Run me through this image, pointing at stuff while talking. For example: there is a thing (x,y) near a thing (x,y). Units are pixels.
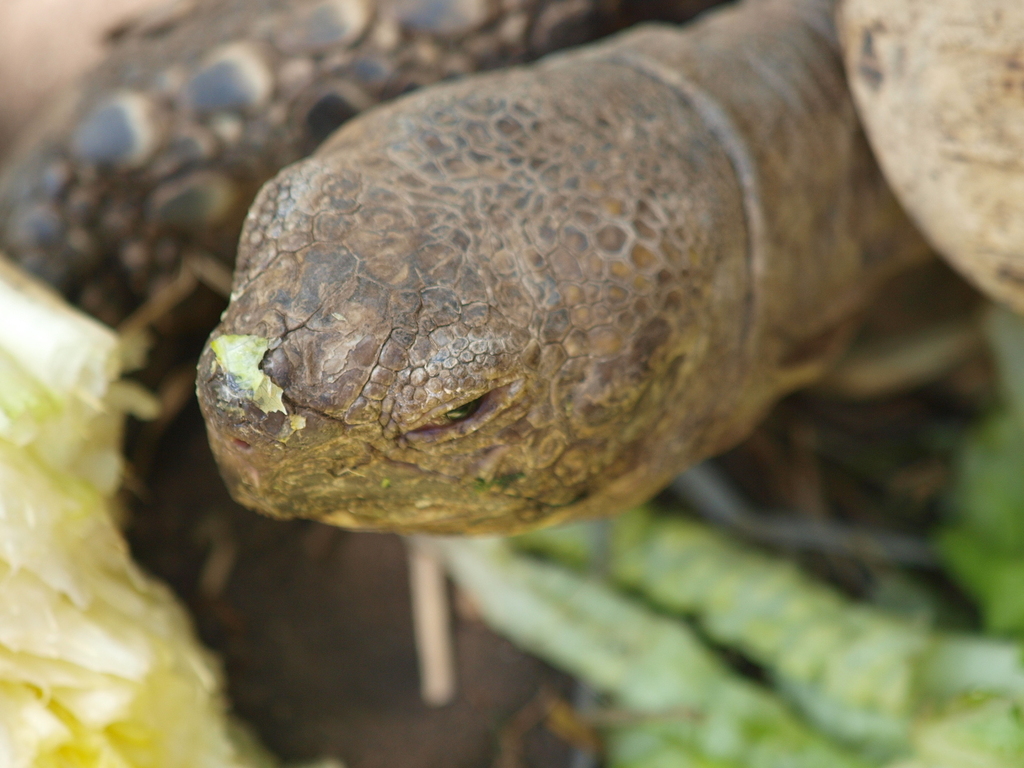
In this image I see a tortoise (443,253) and I see the green color things (63,460) over here and it is blurred a bit in the background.
